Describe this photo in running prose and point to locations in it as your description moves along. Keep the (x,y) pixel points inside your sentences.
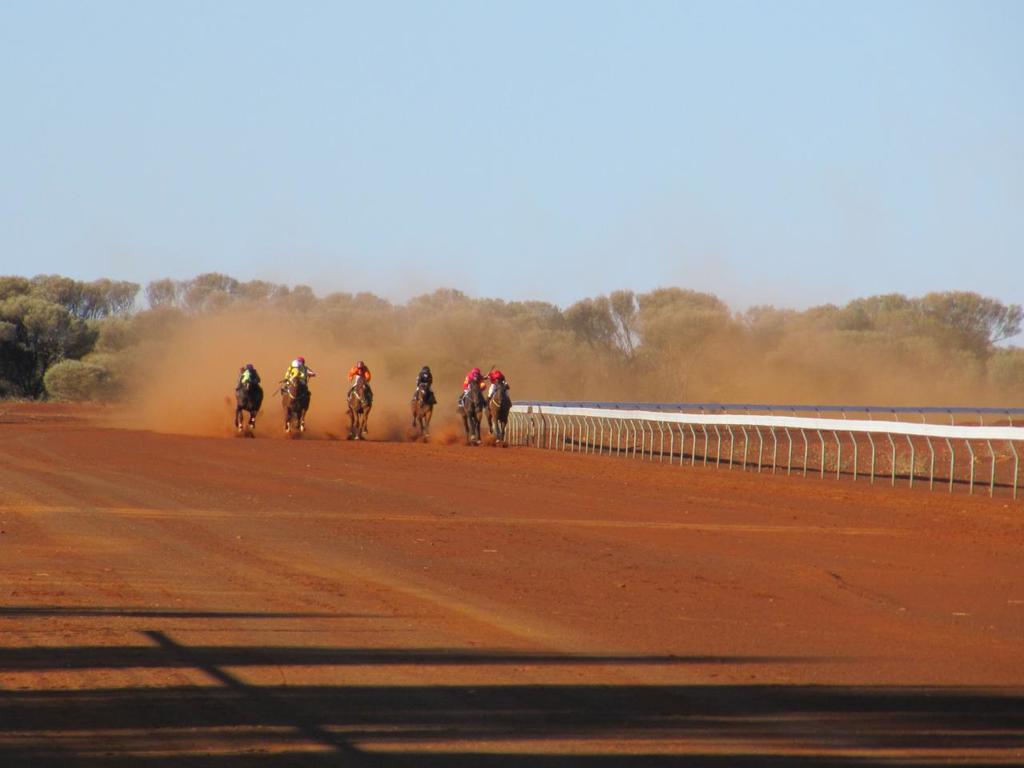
In the image there are a group of people (252,367) riding horses (295,407) in a ground (566,477) and there is a fencing (949,448) beside them, in the background (379,355) there are many trees (37,311).
